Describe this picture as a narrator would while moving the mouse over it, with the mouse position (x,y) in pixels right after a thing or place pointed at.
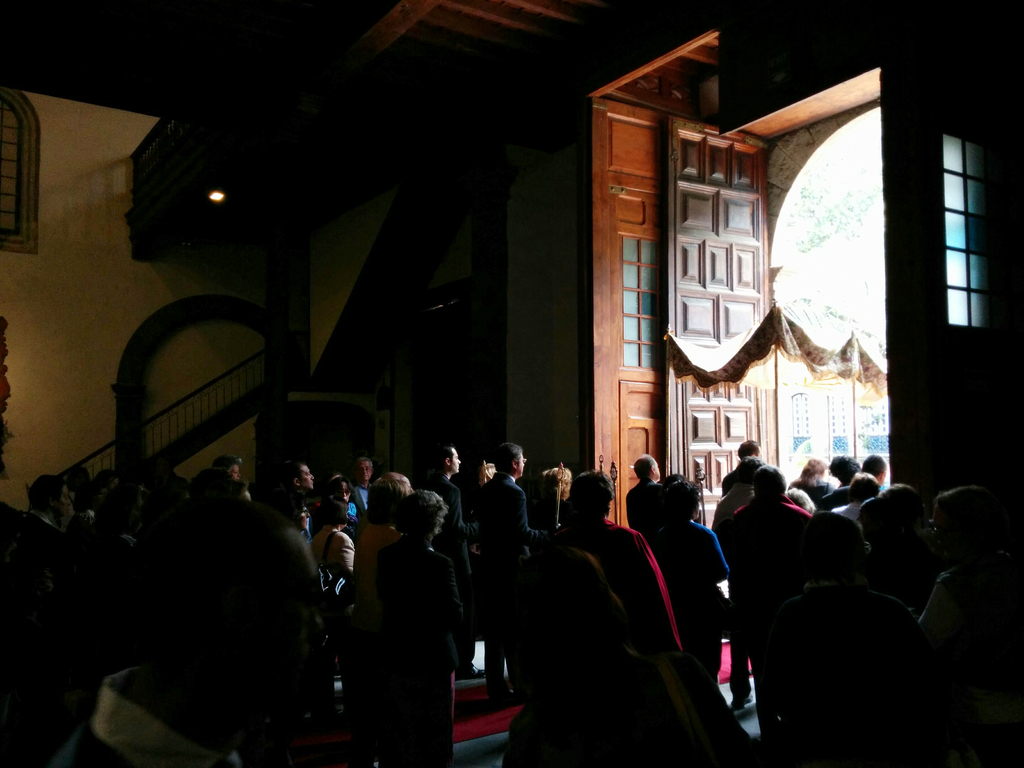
In the image I can see a place (470,752) where we have some people (514,575), staircase (261,372) and a tall door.
